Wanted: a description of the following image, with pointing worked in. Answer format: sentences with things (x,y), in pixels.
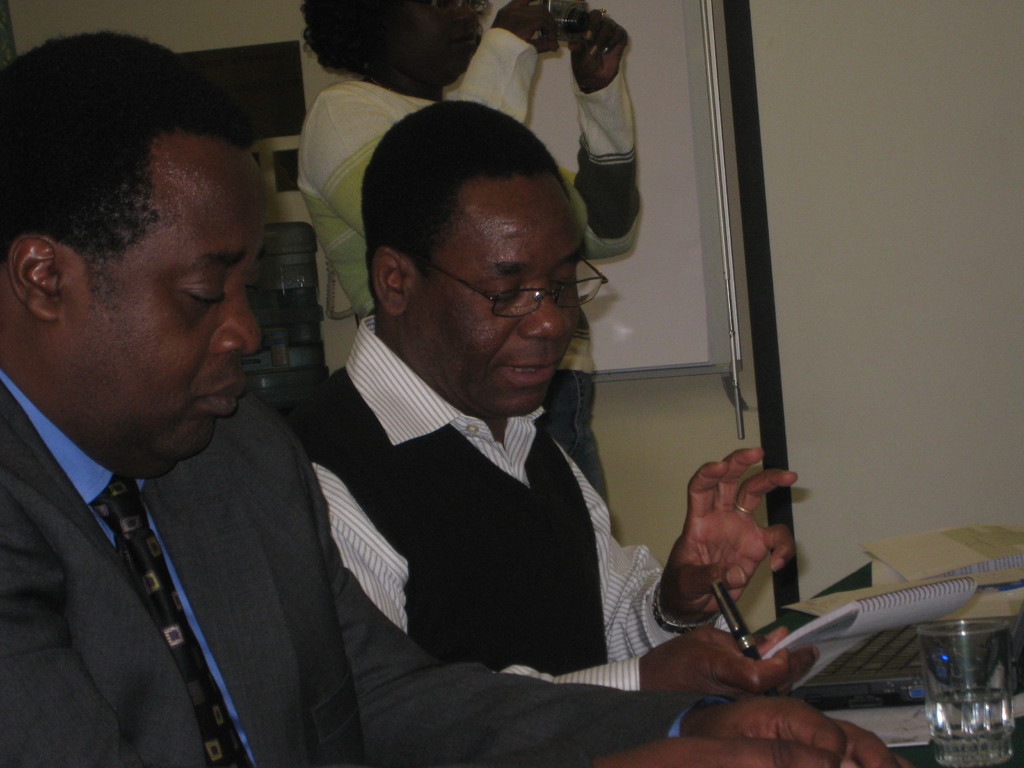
There are two persons (362,488) sitting. One person (608,560) is holding a pen (743,643) and book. There is a table (908,740). On that there is a glass (995,710), keyboard (876,660) and books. In the back (447,41) a person (451,77) is standing and holding a camera (556,11). There is a wall (872,203). On that there is a board (671,305). Also there is a water can (300,314) in the back (304,266).
